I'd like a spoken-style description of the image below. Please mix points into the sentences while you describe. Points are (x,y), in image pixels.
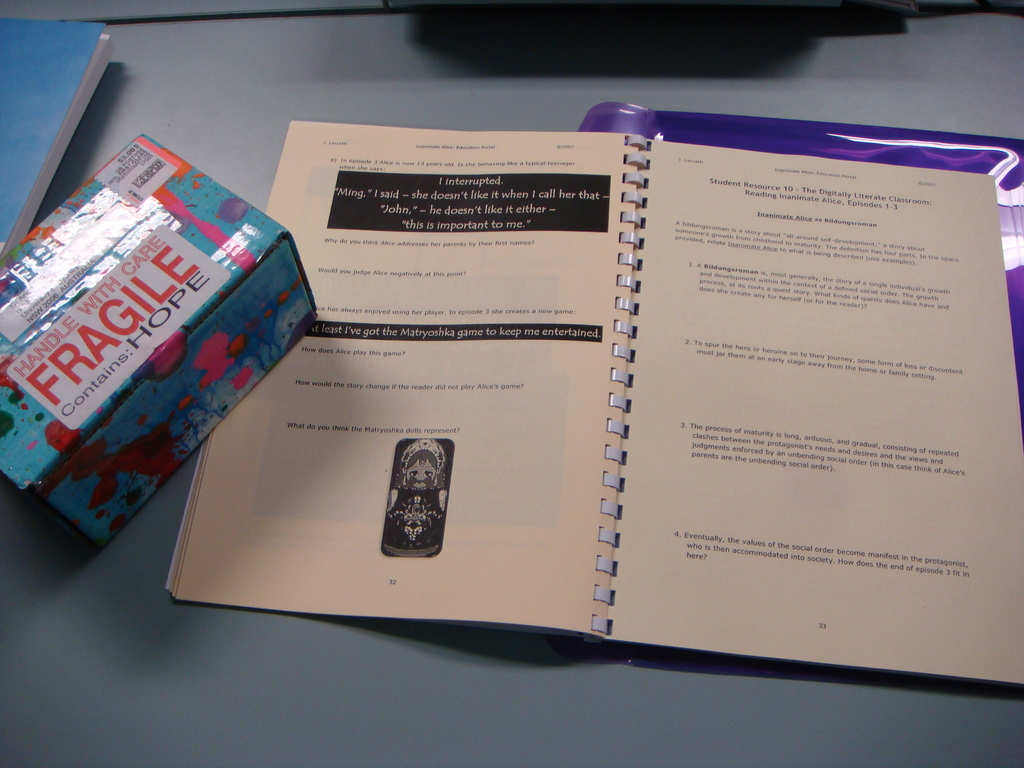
Here in this picture we can see a couple of books (540,193) and a box (143,285) present on the table (295,645) over there.
